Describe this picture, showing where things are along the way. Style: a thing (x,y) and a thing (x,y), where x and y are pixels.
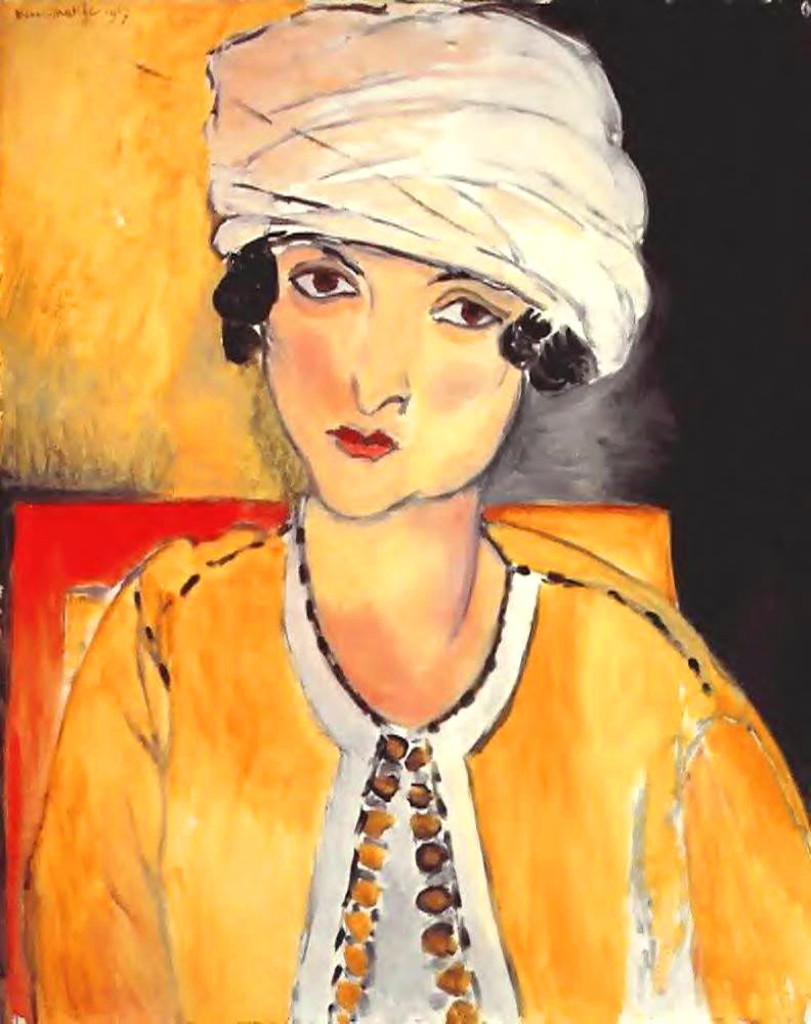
In the image there is a painting (398,805) of a person (326,824) with yellow colored dress (207,757) and a turban (414,247) on the head (401,256). In the background (259,16) there is yellow and black color background (263,430).
